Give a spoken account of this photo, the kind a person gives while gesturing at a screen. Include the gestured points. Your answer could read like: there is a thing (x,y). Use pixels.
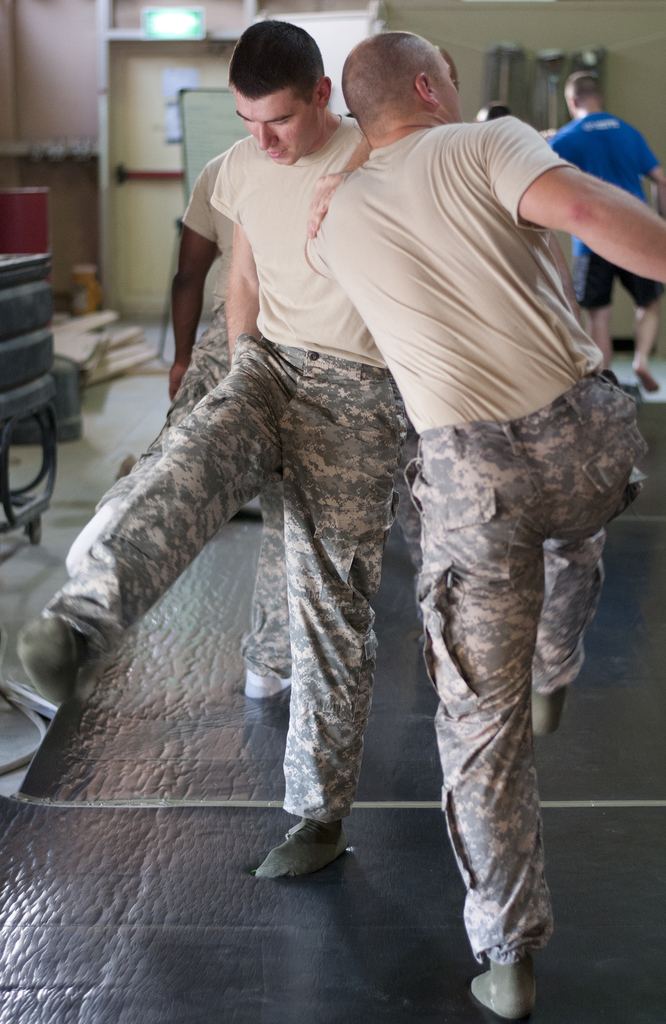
In this image I can see few people (491,301) are standing and wearing different color dresses (258,467). Back I can see a board (187,155), wall (10,185) and few objects (125,345) on the floor (104,473).
